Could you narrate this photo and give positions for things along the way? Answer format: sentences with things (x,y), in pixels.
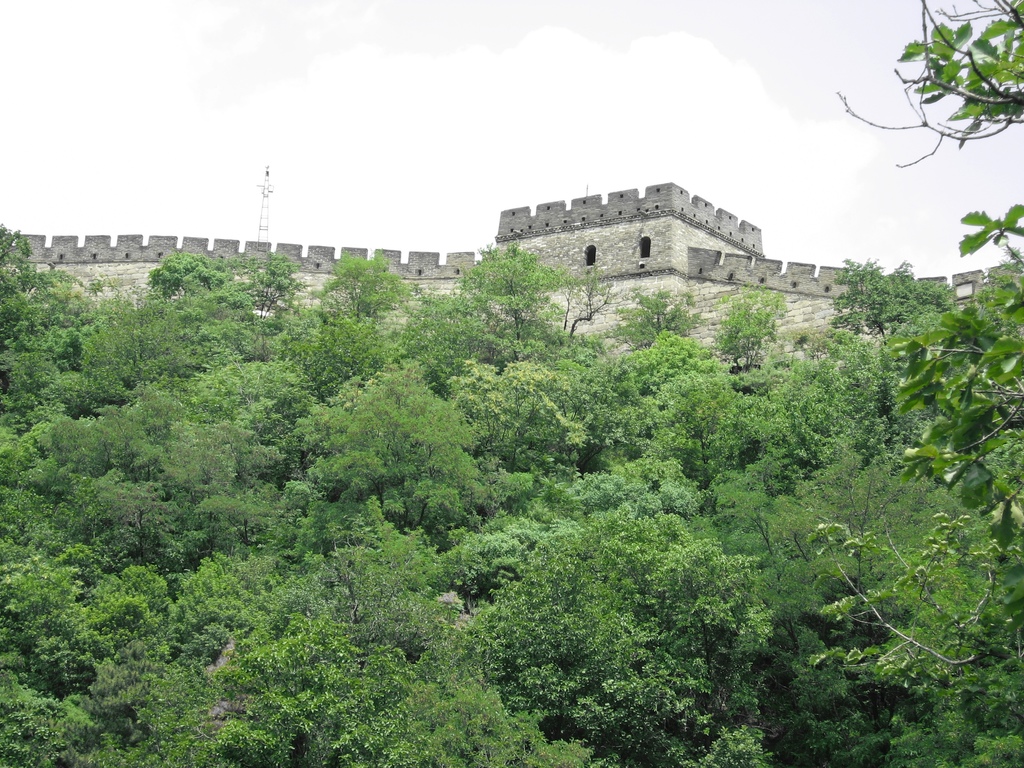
In this image we can see one fort (312,301), one antenna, one small pole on top of the fort (260,249), so many trees (946,395) in front of the fort (575,217) and at the top (451,113) there is the sky (197,185).
